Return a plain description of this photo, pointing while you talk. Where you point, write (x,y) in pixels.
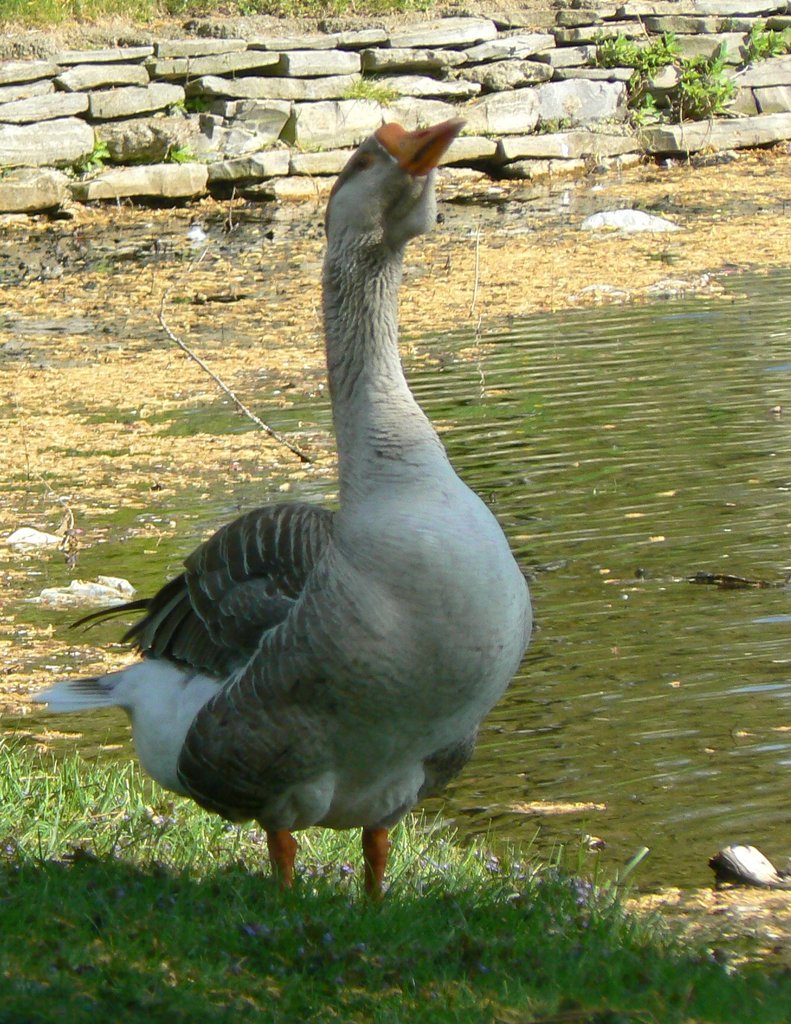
In this image I can see a bird (292,530) which is in white and black color. I can see the green grass (516,926), water (706,658) and few stones (229,87).
